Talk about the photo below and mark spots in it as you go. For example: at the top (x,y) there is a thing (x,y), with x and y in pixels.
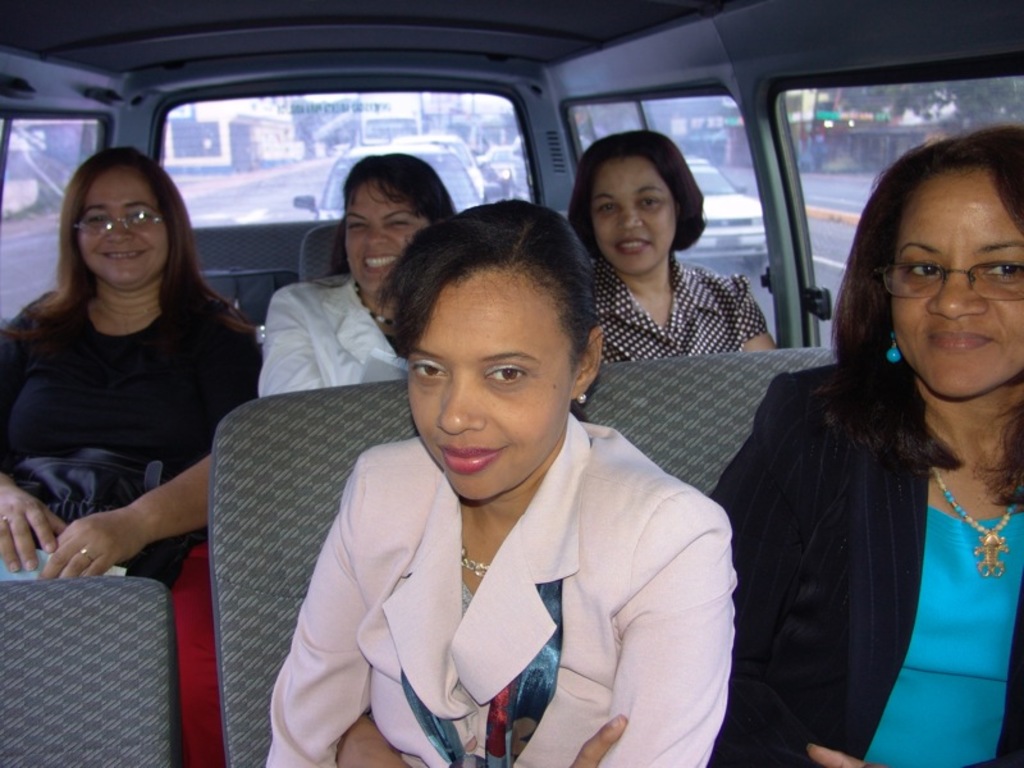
In this image I can see inside view of a vehicle (964,52) and I can see few women (378,501) are sitting. I can also see smile on few faces (532,382) and in the background (328,135) I can see few buildings (807,117), a tree (935,97) and few more vehicles (410,113).
